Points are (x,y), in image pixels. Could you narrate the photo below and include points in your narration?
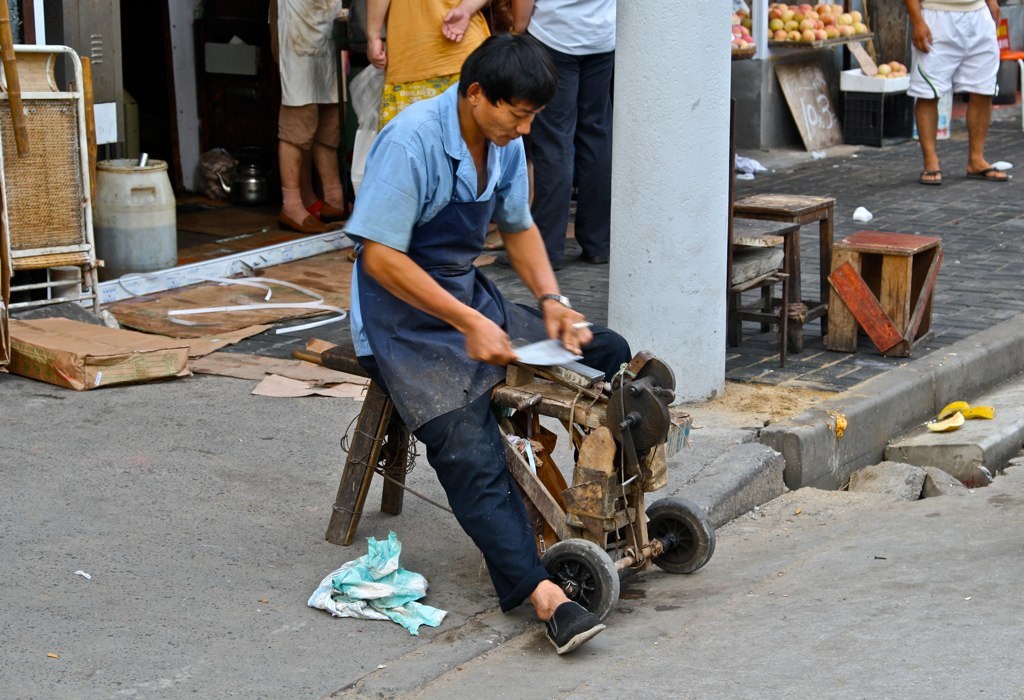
In this image there is a person (545,81) wearing apron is sitting on the wooden bench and sharpening the knife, beside him there is a pillar (713,368) and also there are some benches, behind the pillar (701,371) there are group of people (559,246) standing and beside them there is a apples stall (789,90), and also there are some things (160,275) at the left (62,261).
